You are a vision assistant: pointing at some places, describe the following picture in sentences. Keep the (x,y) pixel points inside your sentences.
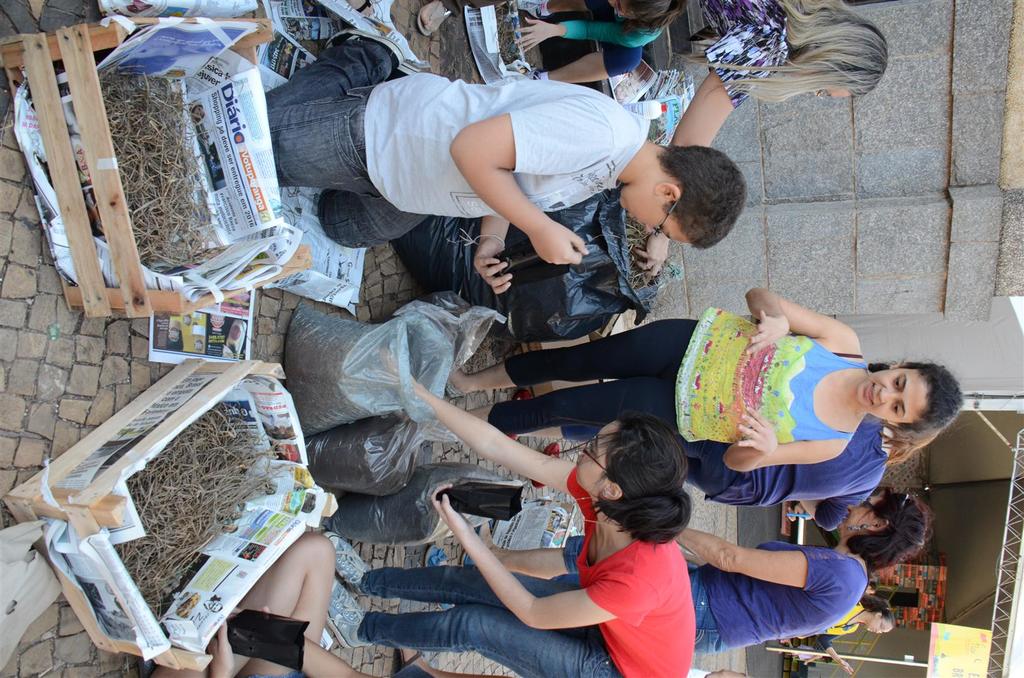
In this image I can see group of people (704,473). In front (249,491) I can see few objects (276,502) in the wooden boxes (112,154) and I can also see few covers (400,399). In front (789,379) the person (770,379) is wearing blue and black color dress (816,382), background (884,267) the wall (920,286) is in gray color and I can also see the yellow color board (947,642) attached to the pole (919,662).
